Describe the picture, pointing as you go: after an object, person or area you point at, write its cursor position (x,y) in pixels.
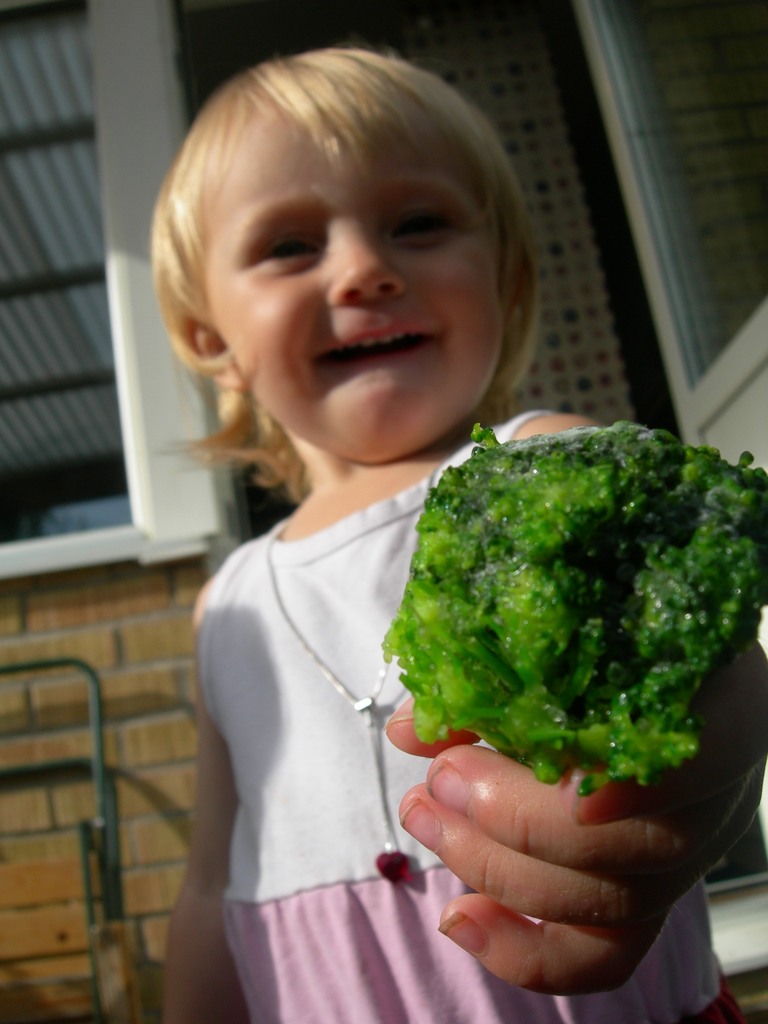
In this image we can see a kid (305,559) wearing white and pink color dress (363,673) also wearing chain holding broccoli (548,663) in her hands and in the background of the image (119,222) there is a wall (6,855) and some windows (138,420).
